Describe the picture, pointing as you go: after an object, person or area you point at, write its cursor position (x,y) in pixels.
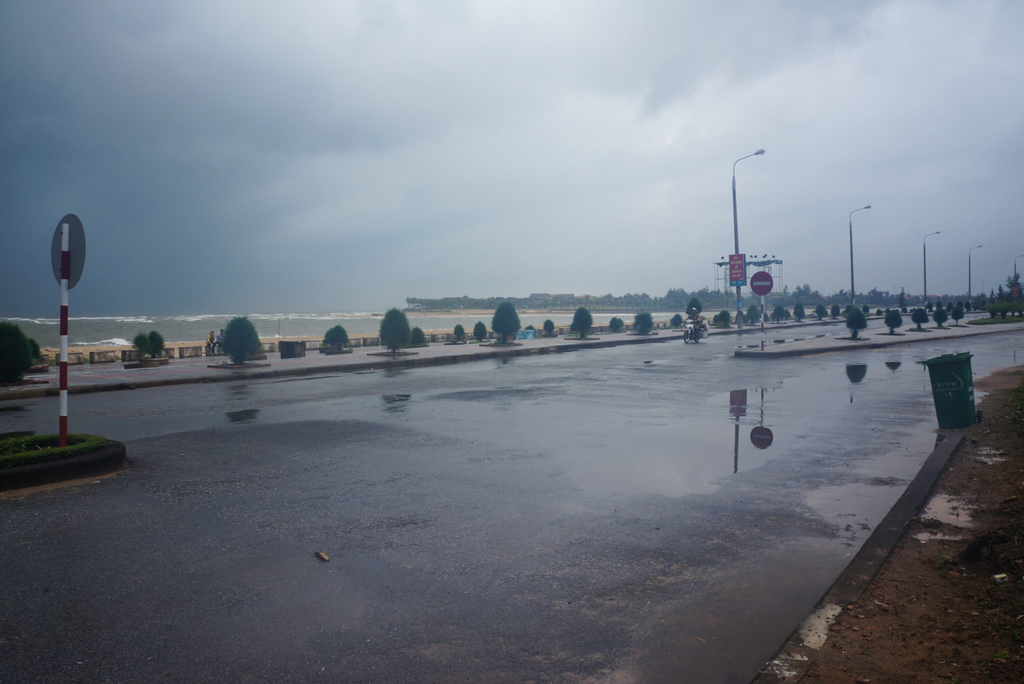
On the left side of the image (183,333) we can see the water (284,319). In the background of the image (398,321) we can see the trees (1016,299), poles (971,280), lights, bushes (229,352), boards (756,286), road (694,527). On the right side of the image (962,405) we can see a garbage bin (959,376). At the top of the image (543,133) we can see the clouds (461,148) in the sky (295,126).
